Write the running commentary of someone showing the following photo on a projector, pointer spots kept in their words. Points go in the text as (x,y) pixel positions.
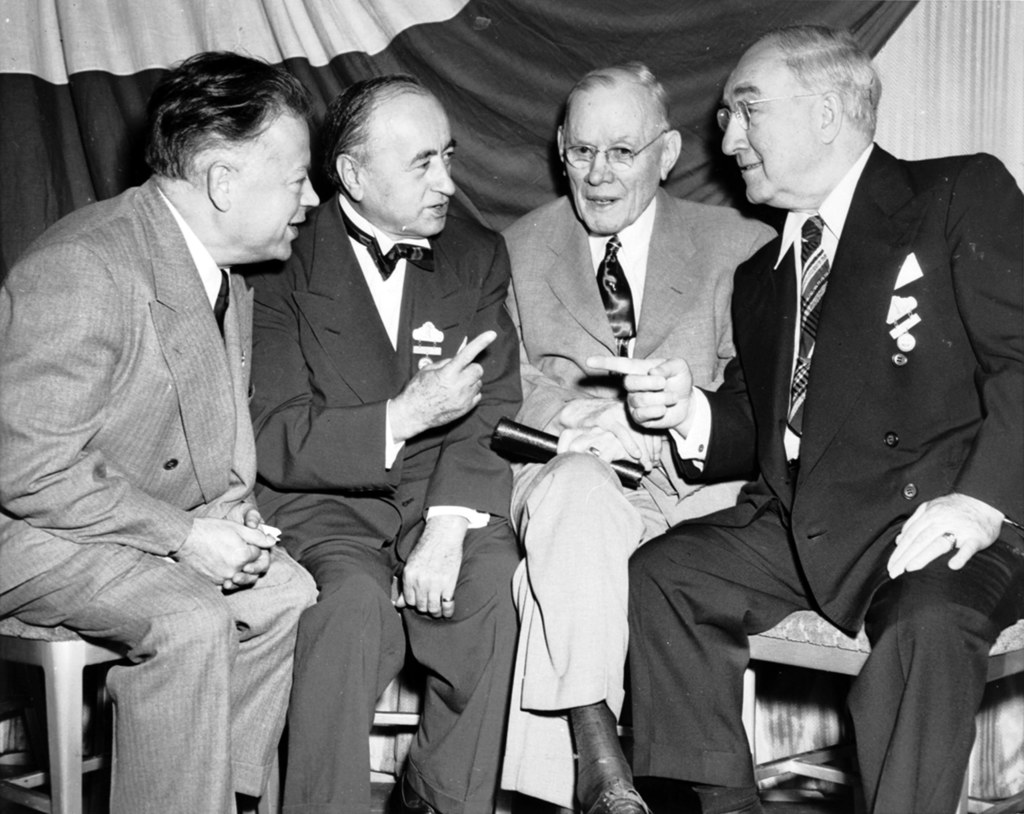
This image is a black and white image. This image is taken indoors. In the background (912,68) there is a wall (892,93) and there is a curtain (45,140). In the middle of the image (490,399) four men (293,454) are sitting on the stools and talking. They have worn suits (390,383), ties (599,270) and shirts (638,281).
